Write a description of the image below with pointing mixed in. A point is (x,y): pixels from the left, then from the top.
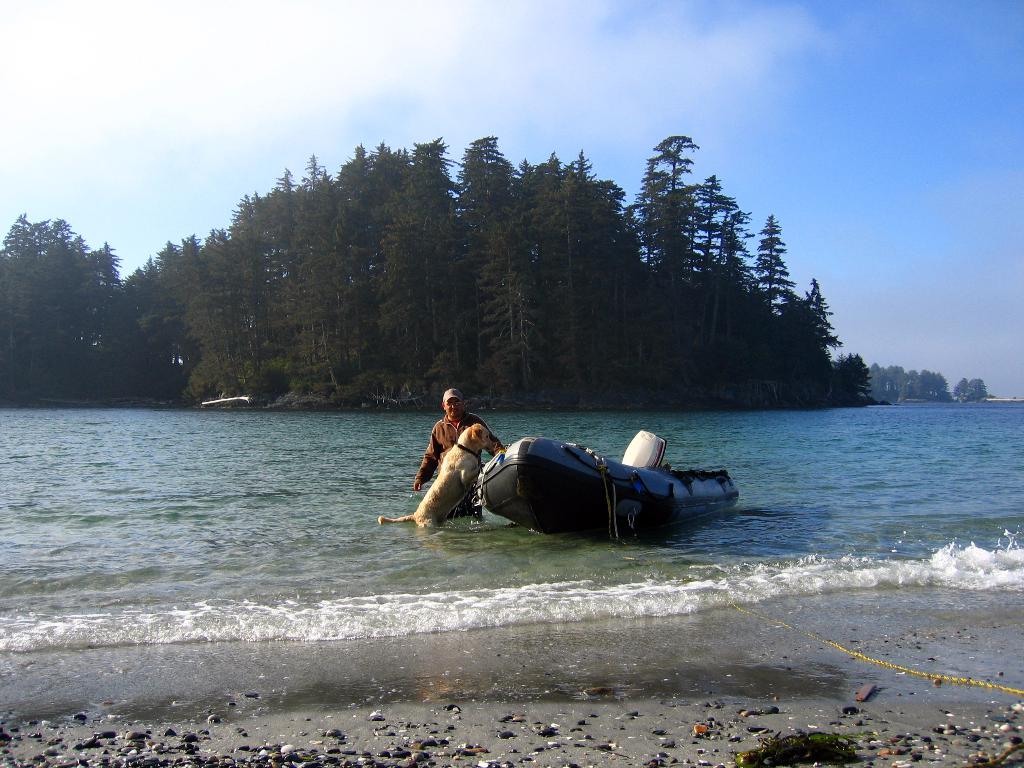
In this image we can see a boat (545,528) on the water (741,531). Here we can see sandstones (41,758), dog (404,521), and a person (443,443). In the background (446,377) we can see trees (922,386) and sky (875,164) with clouds (8,115).
